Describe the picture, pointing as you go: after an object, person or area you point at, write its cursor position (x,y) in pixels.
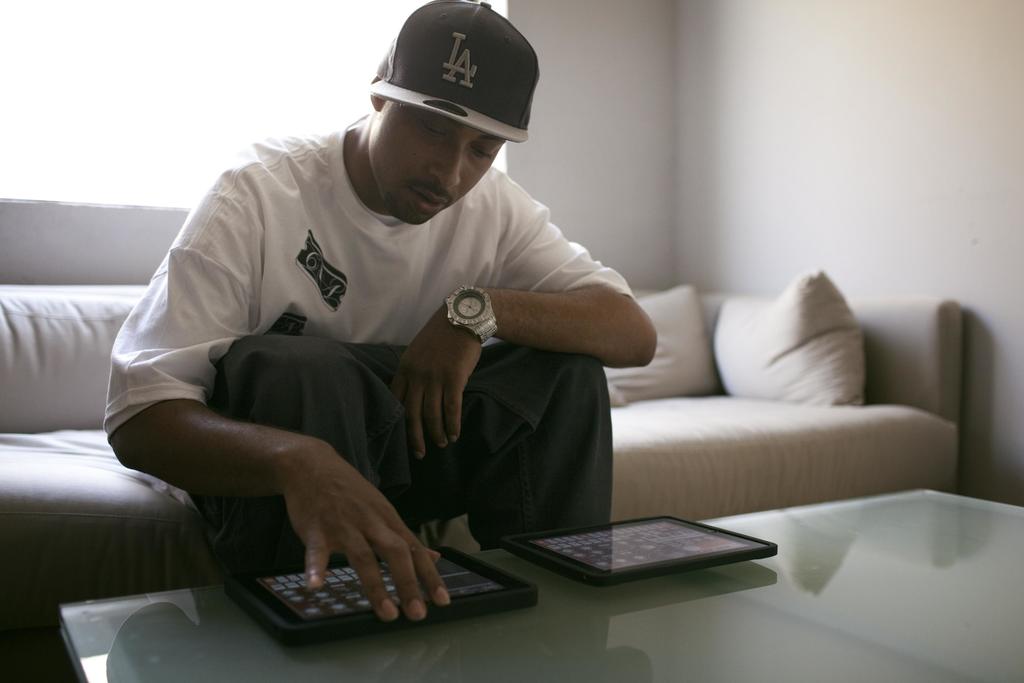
This is a picture of a man (196,456) sitting on the white sofa (805,410) on the sofa (711,340) there are the pillows (697,354) in front of the man (420,457) there is a glass table (518,627) on the table (460,652) there is a tablets (550,553) to the man (418,386) man (347,276) having a watch (469,319) to his left hand (440,311) and black hat (432,74) and the background of the man (318,230) is a white wall (616,137).
